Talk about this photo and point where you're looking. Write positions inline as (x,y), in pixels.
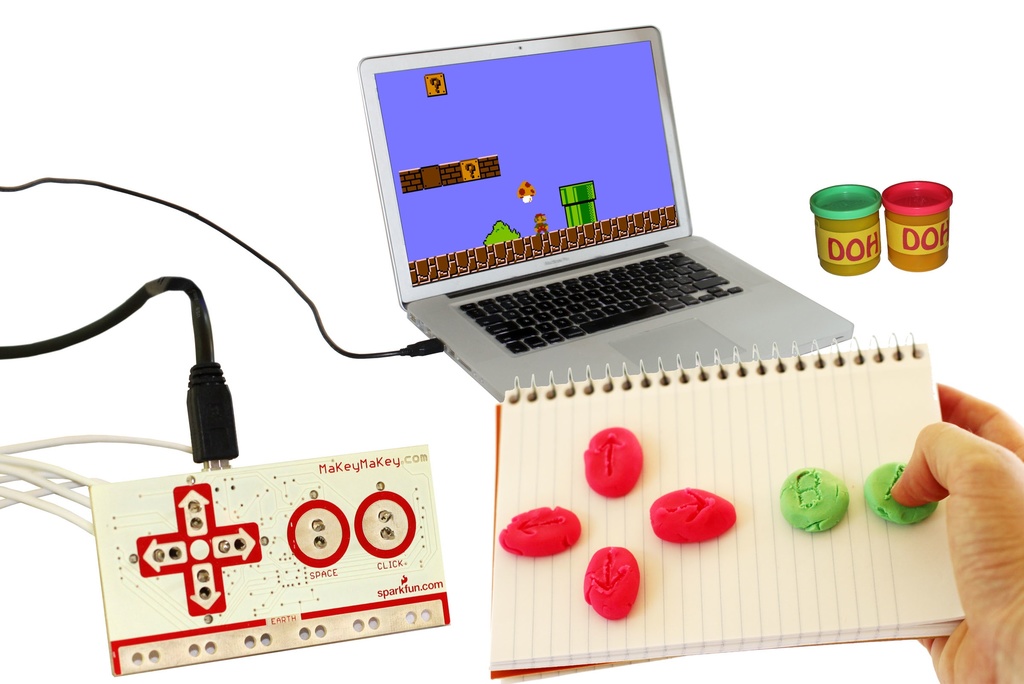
In this picture I can see a person's hand (957,656) and I see that the person (959,439) is holding a book (715,469), on which there are red and green color things (672,524). On the left side of this picture (275,633) I can see a socket (348,479) on which there is a wire (203,432) connect to it and I see something is written on it. On the top of this picture (650,207) I can see a laptop (453,197) and I see a wire (40,183) connected to it and on the screen (515,140) I can see the cartoon picture (470,143) and on the right side of this picture (859,196) I can see 2 small containers (866,195).
